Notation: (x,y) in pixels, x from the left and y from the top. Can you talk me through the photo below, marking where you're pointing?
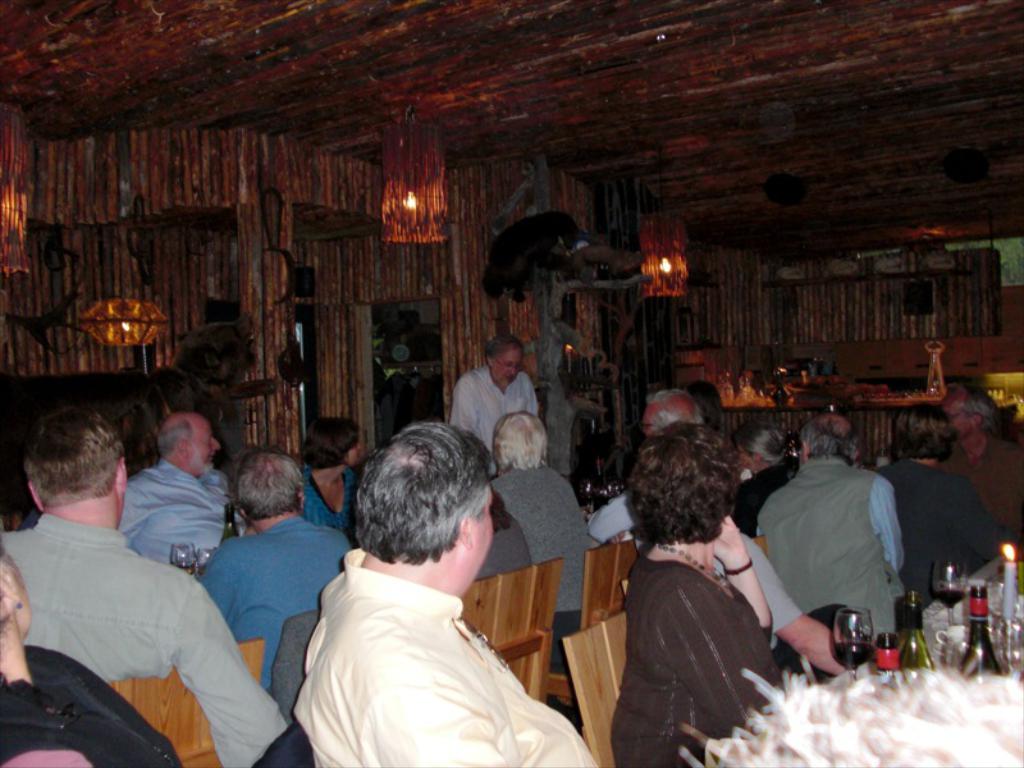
In this image I can see number of persons (248,555) are sitting on chairs (603,657) which are brown in color in front of tables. On the tables (976,625) I can see few glasses (1004,623), few bottles (910,644) and candles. In the background (513,354) I can see a person (514,398) standing, the wooden wall (414,273), the ceiling (366,86) and few lamps (388,225).
